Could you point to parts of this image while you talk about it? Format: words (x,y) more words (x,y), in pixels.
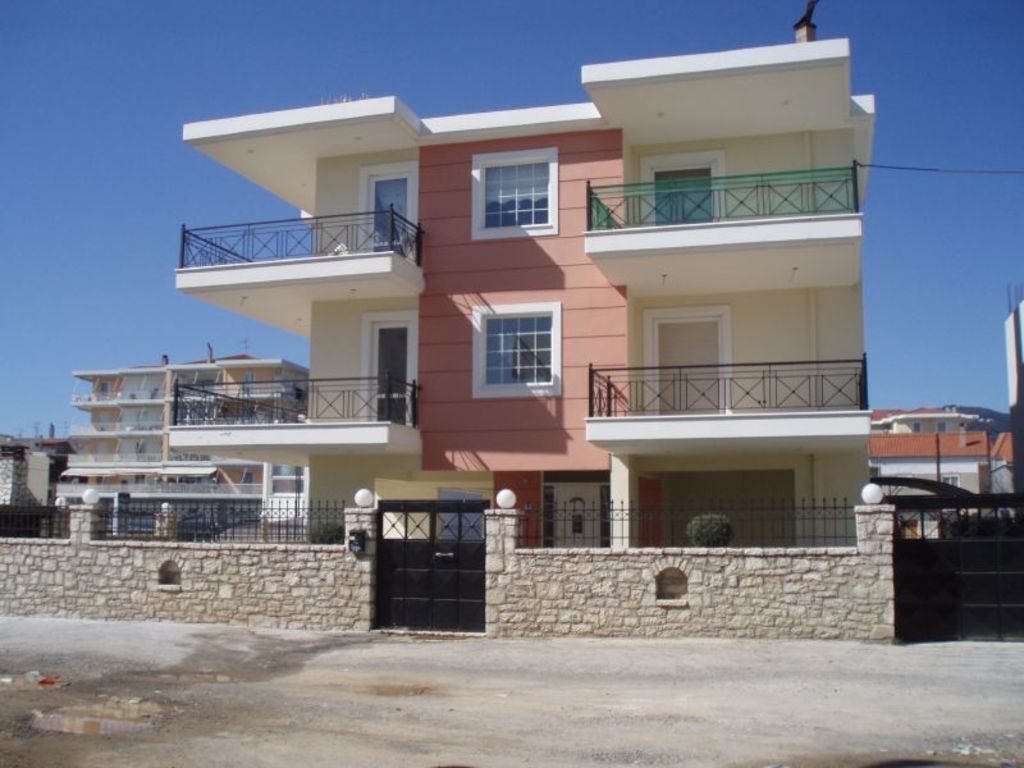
In this picture we can see buildings (727,439), there is the sky (477,69) at the top of the picture (548,49), we can see gates (896,566), a stone wall (487,570), lights (505,498), a plant (716,536) and fencing panel (641,508) in the middle (677,506).
